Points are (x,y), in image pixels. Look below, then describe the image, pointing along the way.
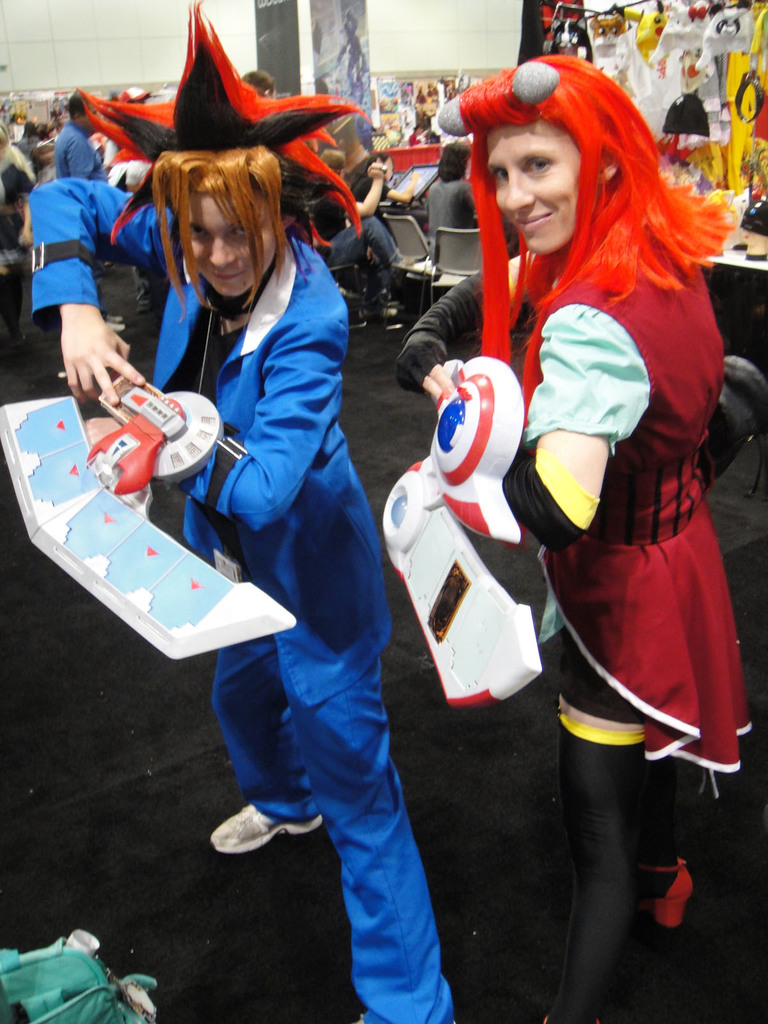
In the image we can see there are people (326,368) standing wearing clothes (586,341) and shoes (263,844). These are the toys (480,448), floor (407,756), pillar (355,31) and many other objects (428,97). We can even see there are chairs (412,250), on the chair (401,244) there are people (450,222) sitting. This is a device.
